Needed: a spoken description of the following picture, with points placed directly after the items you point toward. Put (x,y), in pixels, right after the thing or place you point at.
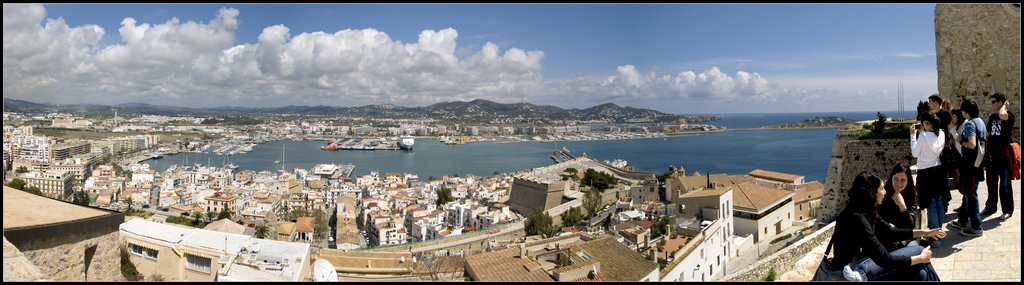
This image consists of many buildings (140,176). In the middle (479,153), there is water (518,145). In the background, there are mountains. At the top (558,23), there are clouds (218,74) in the sky (648,32). On the right (930,209), we can see few people (885,227).
